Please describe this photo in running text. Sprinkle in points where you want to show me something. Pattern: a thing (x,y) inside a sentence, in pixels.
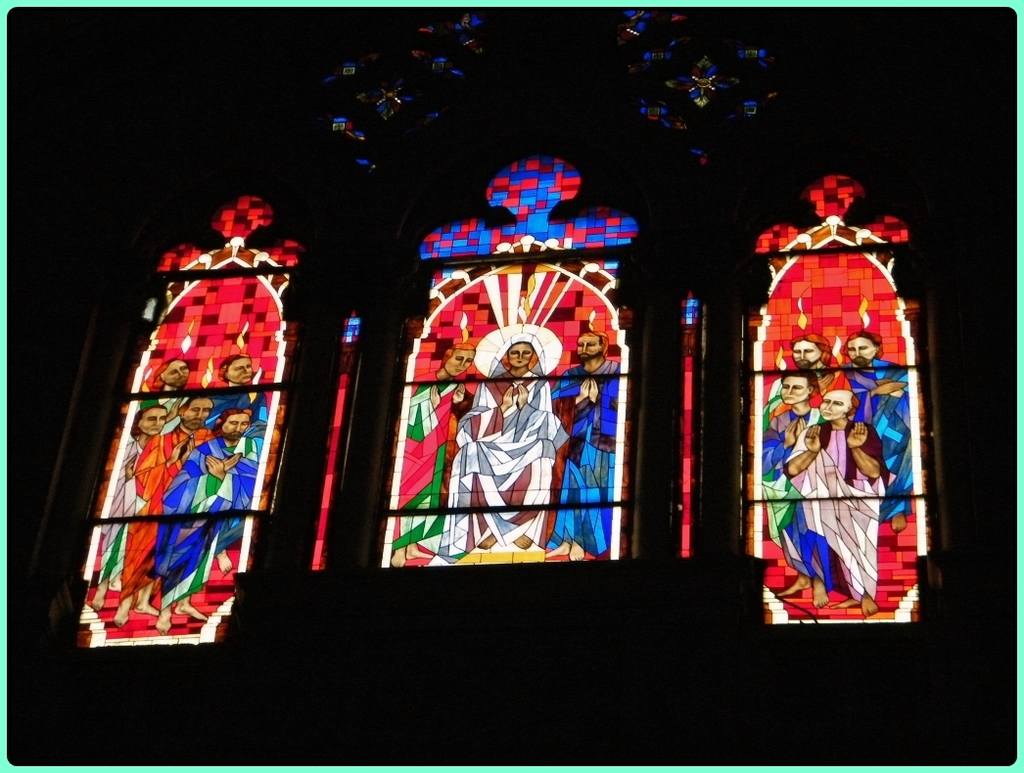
In this image, we can see some windows (448,392) with art (263,394).
